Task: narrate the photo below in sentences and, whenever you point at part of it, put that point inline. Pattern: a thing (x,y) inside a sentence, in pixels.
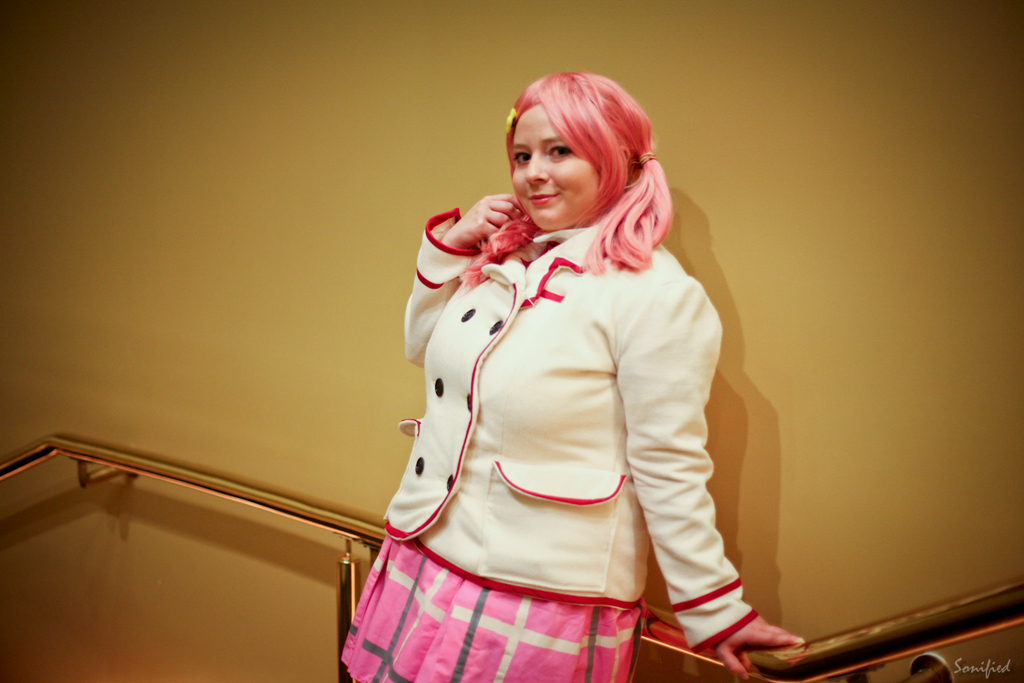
In this image, I can see a woman (554,434) standing and smiling. There is a handrail (86,447) attached to the wall (312,333). At the bottom right corner of the image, I can see a watermark (968,672).
